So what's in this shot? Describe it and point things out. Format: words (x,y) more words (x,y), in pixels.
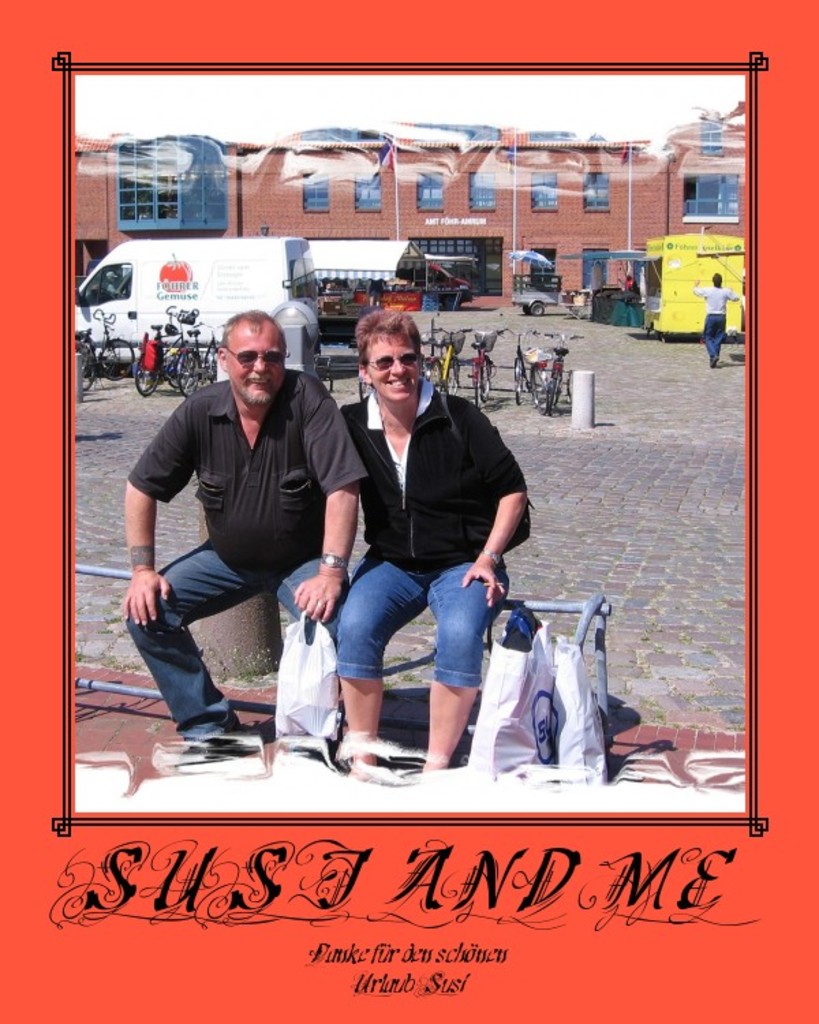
In the foreground of this poster, there are a man (334,566) and a woman (377,466) sitting on the rod like structure (595,610). We can also see bags (503,703), a cover (318,669), bicycles (149,350), pavement (701,493), vehicle (285,287), tents (430,257), carts (521,282), a person (717,327) walking, buildings (613,234) and some text (407,950) at the bottom (405,980).
